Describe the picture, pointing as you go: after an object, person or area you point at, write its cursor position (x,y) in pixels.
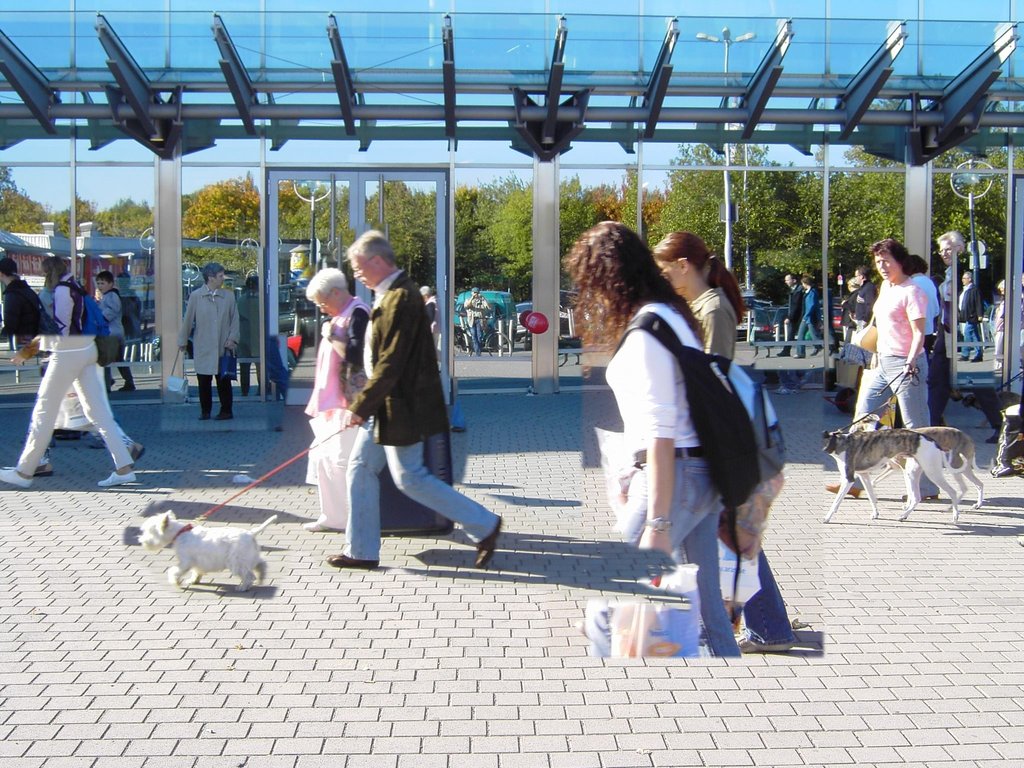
In this image a person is walking by holding the belt (194,522) of the dog (230,537) and a woman (313,522) is beside him. At the front side of the image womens (677,381) are walking. This woman (678,536) is holding and carrying bag (737,409). At the left side of image (15,481) few people (118,475) are walking. At the background (295,215) few vehicles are parked and trees (10,221) and sky (399,157) is there at the background of the image (220,170).
